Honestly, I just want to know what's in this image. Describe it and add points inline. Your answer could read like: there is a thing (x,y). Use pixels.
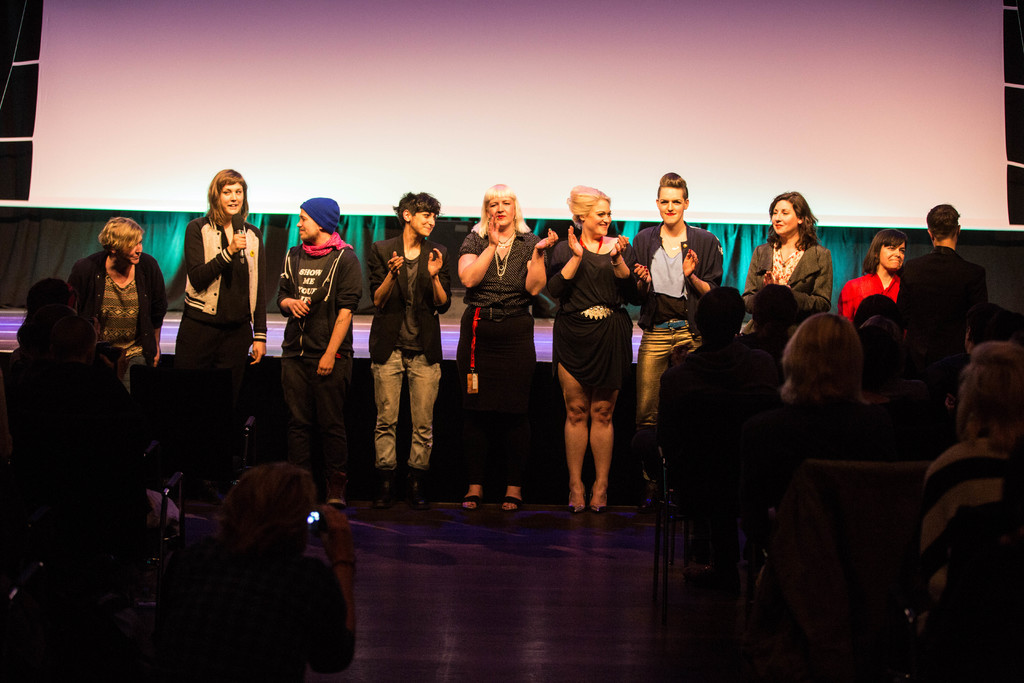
In the image there are few people (45,419) sitting on the chairs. In front of them, there are few people (905,278) standing. There is a lady (220,222) standing and holding a mic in her hand (239,245). Behind them there is a stage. At the top of the image (502,104) there is screen (894,81).
